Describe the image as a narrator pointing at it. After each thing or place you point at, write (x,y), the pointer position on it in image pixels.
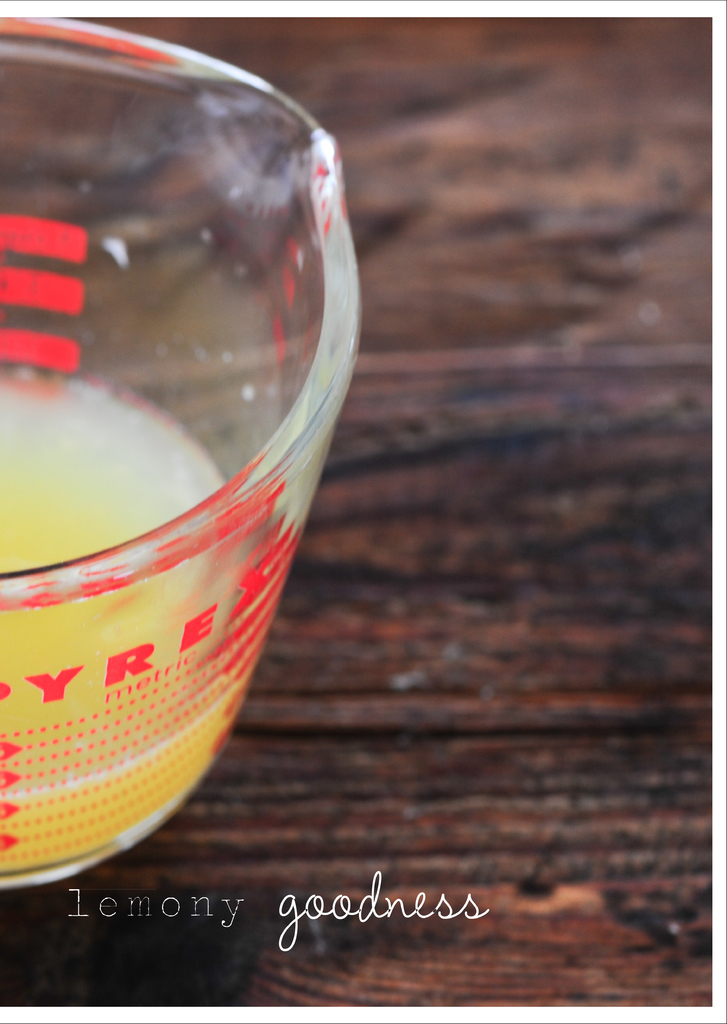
Here in this picture we can see a glass of juice (124,406) present on the table (60,885) over there.
